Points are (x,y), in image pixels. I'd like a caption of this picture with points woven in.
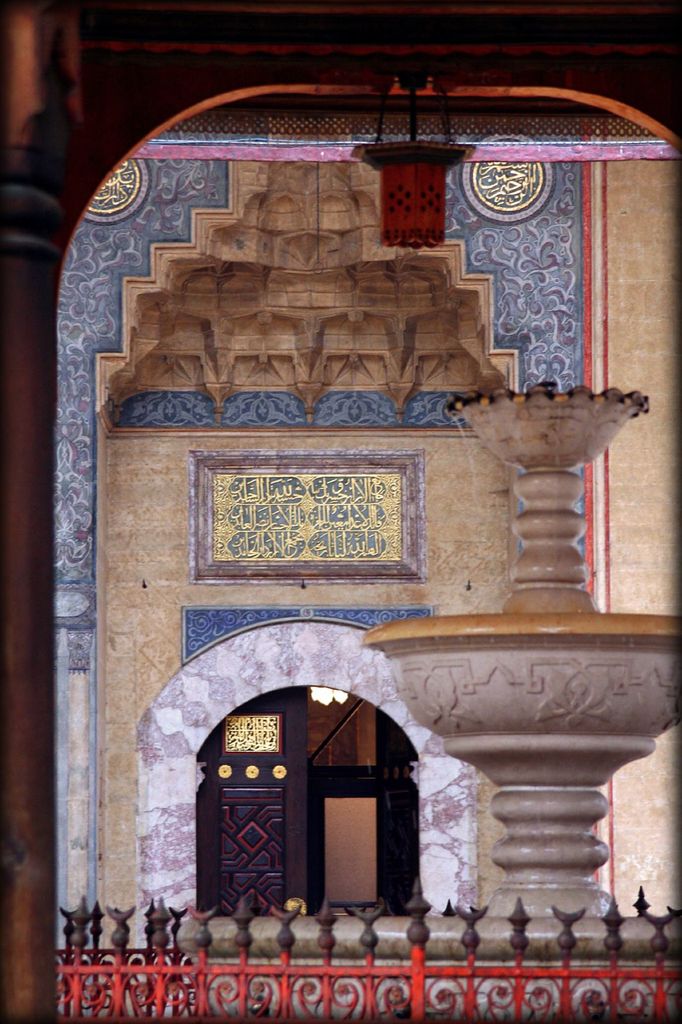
In this image there is a wall (345,441) of the house (414,450). There is a board (235,485) with text (259,523) on the wall (490,504) of the house (499,522). In front of the house (533,323) there is a water fountain (503,779). At the bottom (318,977) there is a railing (88,970). There is a wooden door (223,750) to the wall (182,773). In the foreground (48,139) there is an arch (385,70). At the top (385,142) there is a lantern (396,160) to the ceiling (483,37).
